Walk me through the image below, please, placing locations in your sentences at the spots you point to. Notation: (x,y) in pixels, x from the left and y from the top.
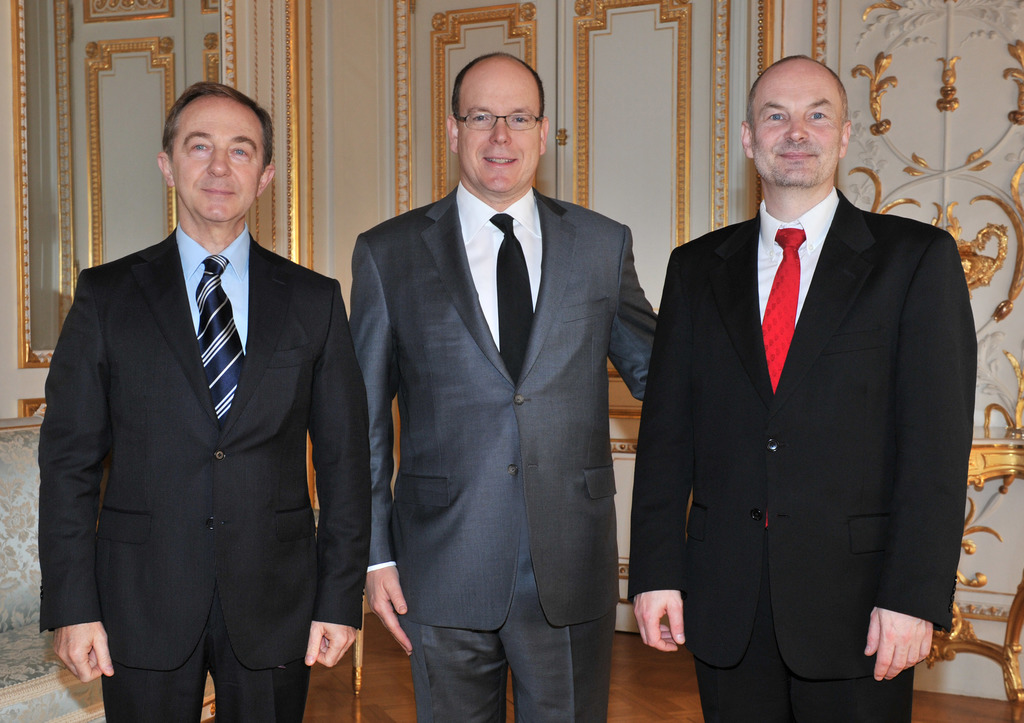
In this image three men (590,380) wearing suit (118,337) and tie (208,369) are standing. In the background (958,93) there is a wall (888,87).
